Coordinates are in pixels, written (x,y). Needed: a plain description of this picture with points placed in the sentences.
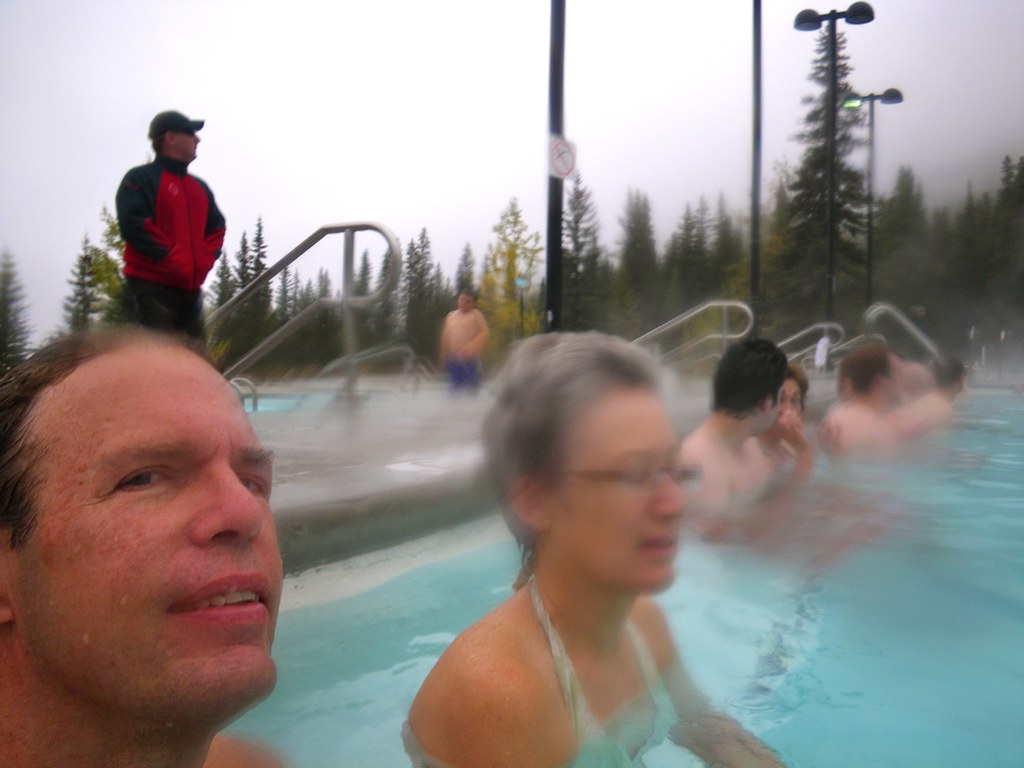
In this picture we can see some people (669,570) are in the water (936,512) and few people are standing outside and watching, around we can see some trees (406,302).
